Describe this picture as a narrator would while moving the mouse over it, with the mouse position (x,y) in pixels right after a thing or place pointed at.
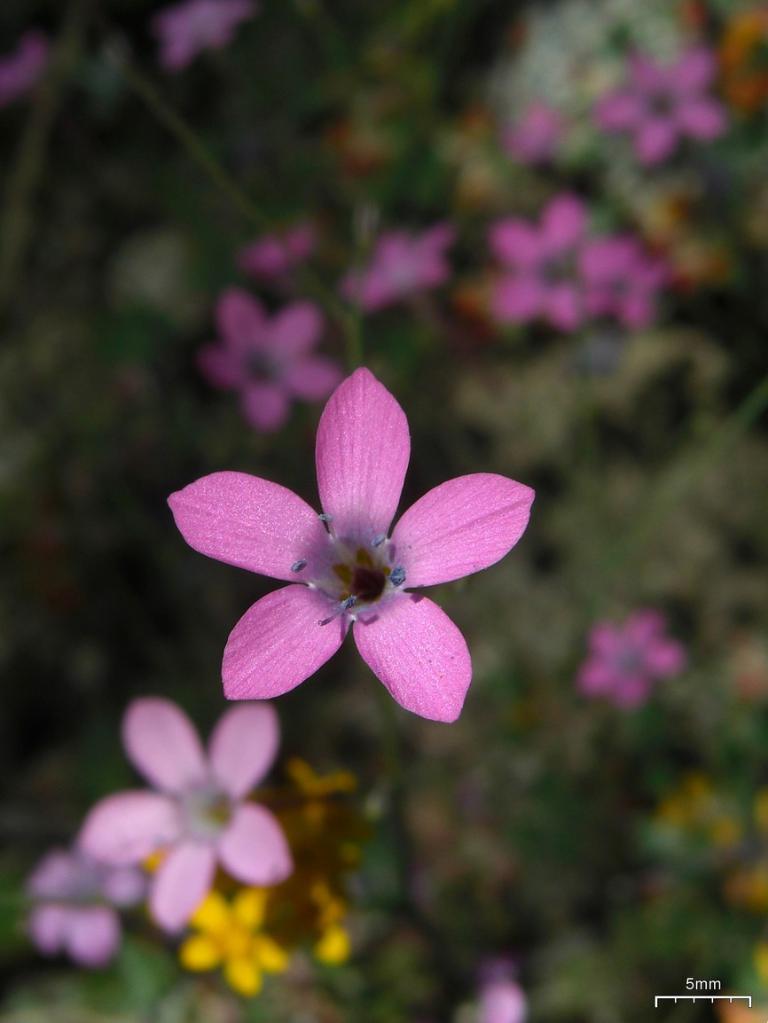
In this image there are flowers (648,260). In the center (367,555) there is a flower (316,550). It has pink petals (298,612). In the center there are pollen grains (347,604). The background (322,992) is blurry.
